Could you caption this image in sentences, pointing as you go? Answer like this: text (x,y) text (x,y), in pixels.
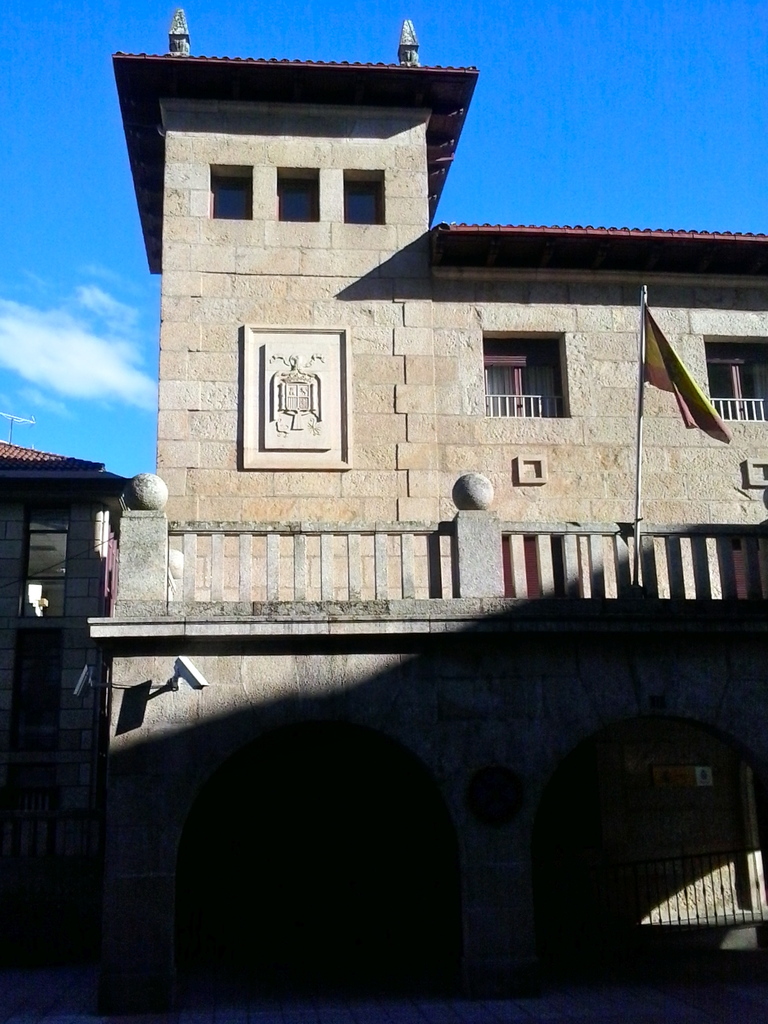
In this image there are buildings (215,631) and the sky (103,337) is cloudy and there is a flag (691,412) in front of the building (636,426) which is in the center (332,651).
